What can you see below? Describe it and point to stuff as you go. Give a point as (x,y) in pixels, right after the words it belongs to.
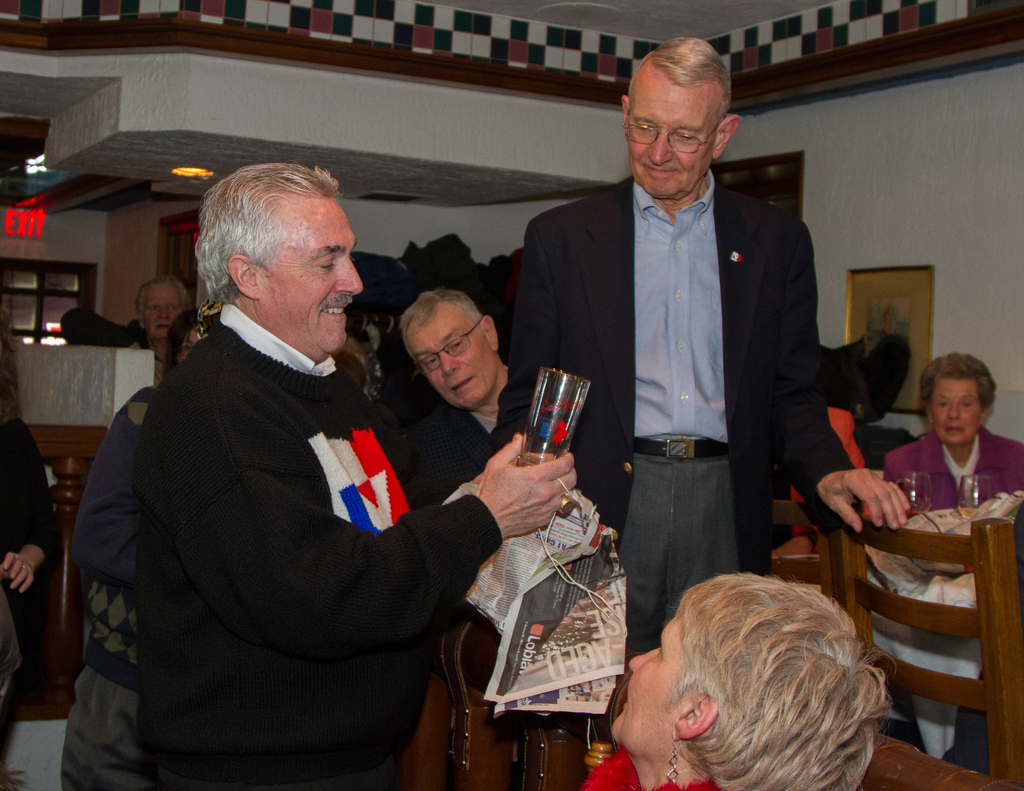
In this image we can see a group of people (662,579) and one person (259,511) is wearing a black color dress (232,552) and holding a glass (559,442) in his hand (497,498) and other two persons (567,329) are looking at him. On the right of the image (932,424) we can see a lady (939,456) is sitting on the chair (983,550).
